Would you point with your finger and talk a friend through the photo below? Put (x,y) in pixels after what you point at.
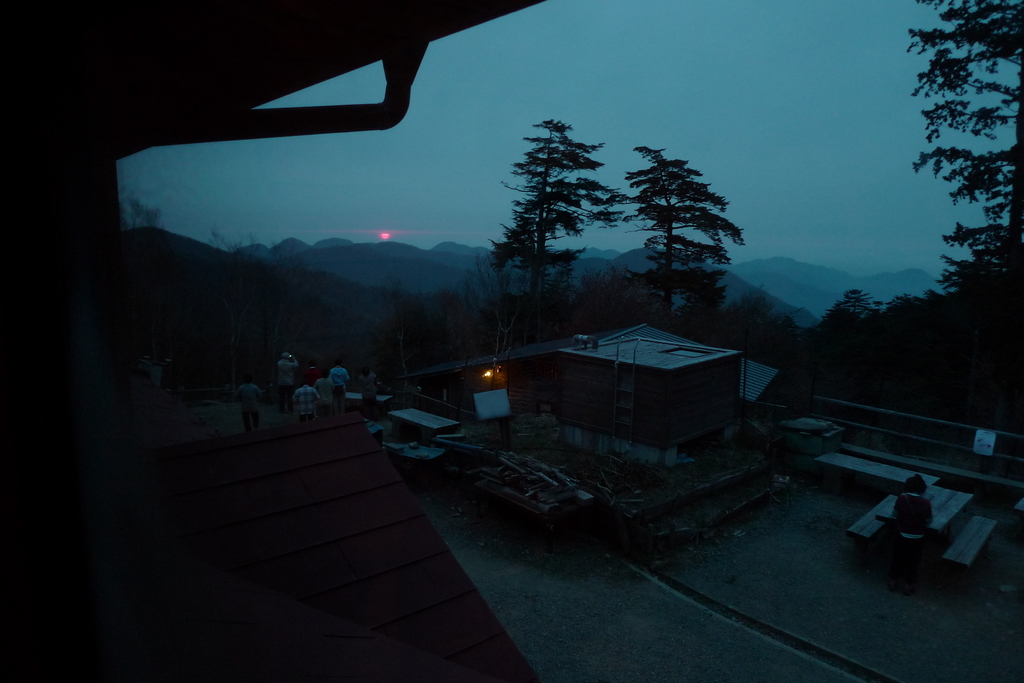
In this image there are a few people (314,394) standing and taking pictures of the scenery (462,320) and there is another person (908,502) standing in front of a bench (947,521), in the background of the image (544,264) there are trees (544,264) and mountains (803,272).
